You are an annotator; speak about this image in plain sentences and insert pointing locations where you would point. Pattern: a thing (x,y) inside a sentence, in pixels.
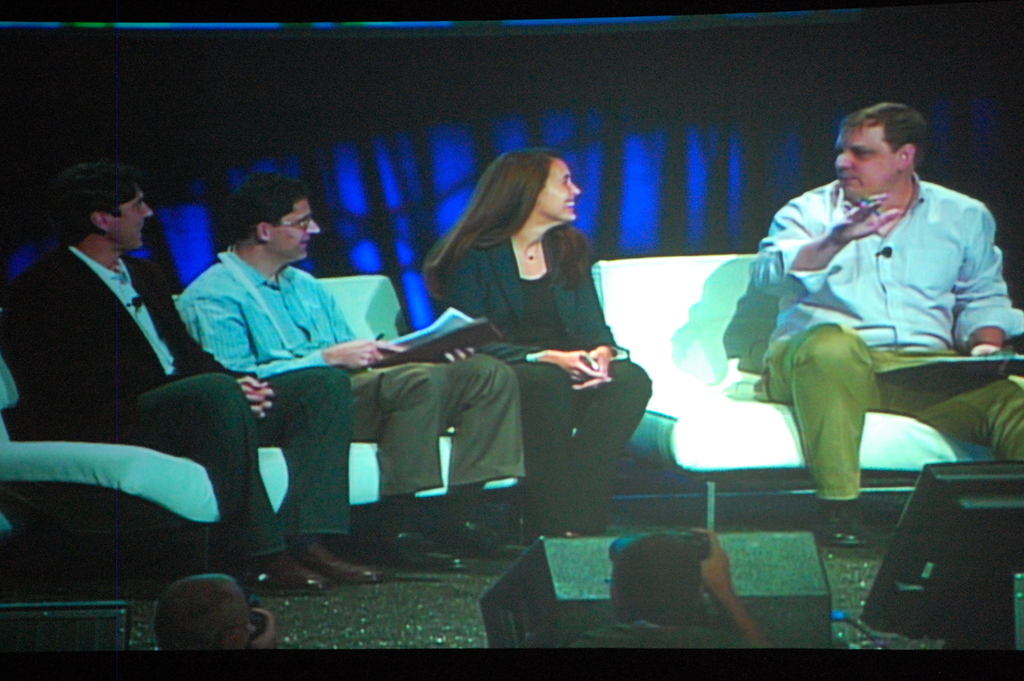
In this picture we can see few people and four people (362,406) sitting on the sofas (718,396), on the right side of the image (815,345) we can see a man (834,268), he is holding a pen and a notepad (915,376).
